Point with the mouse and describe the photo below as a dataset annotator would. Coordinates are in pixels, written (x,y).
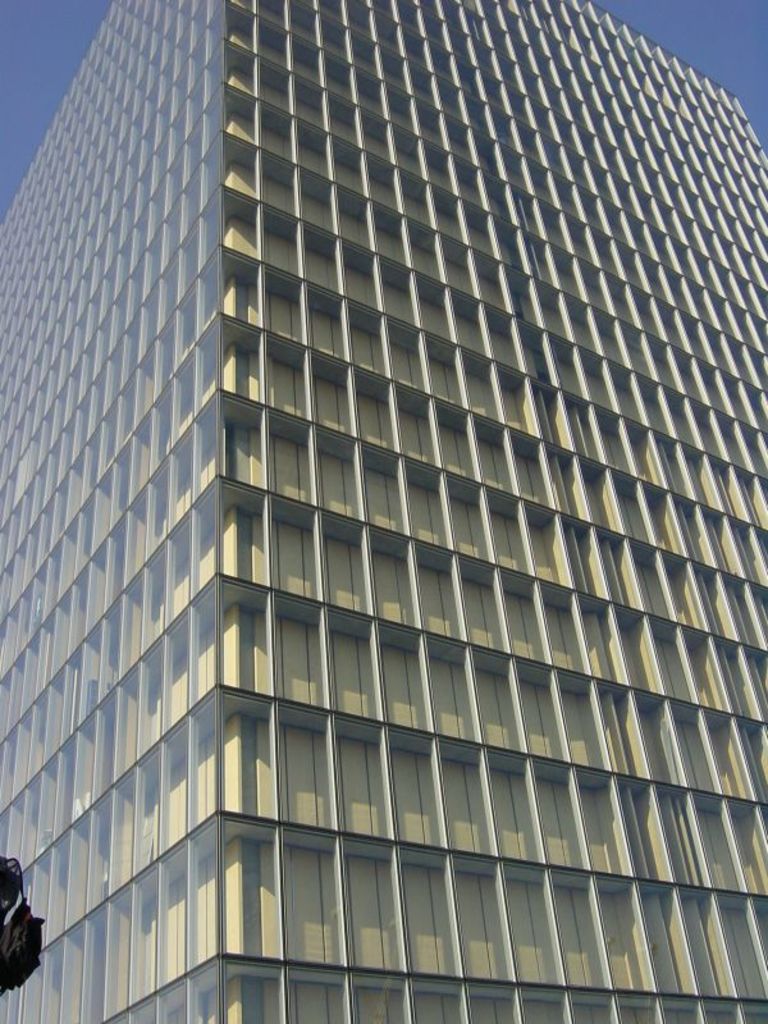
In this picture we can see a building (252,808), we can see glasses (318,651) of building (268,458) where, there is sky (740,38) at the right top of the picture (737,32).
